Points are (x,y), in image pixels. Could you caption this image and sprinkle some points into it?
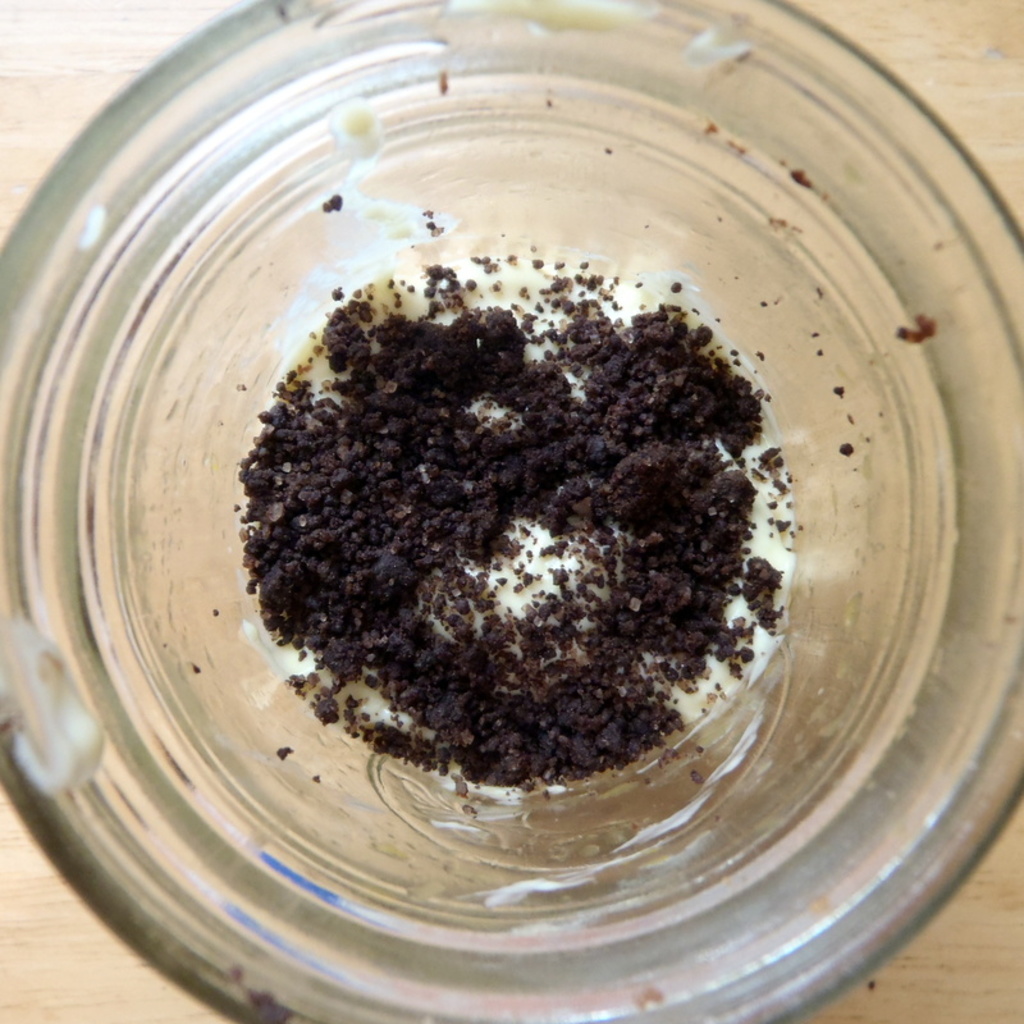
In the center of the image (619,470) a food item (574,420) is present in a glass jar (431,928). In the background of the image (917,37) table (983,943) is there.
